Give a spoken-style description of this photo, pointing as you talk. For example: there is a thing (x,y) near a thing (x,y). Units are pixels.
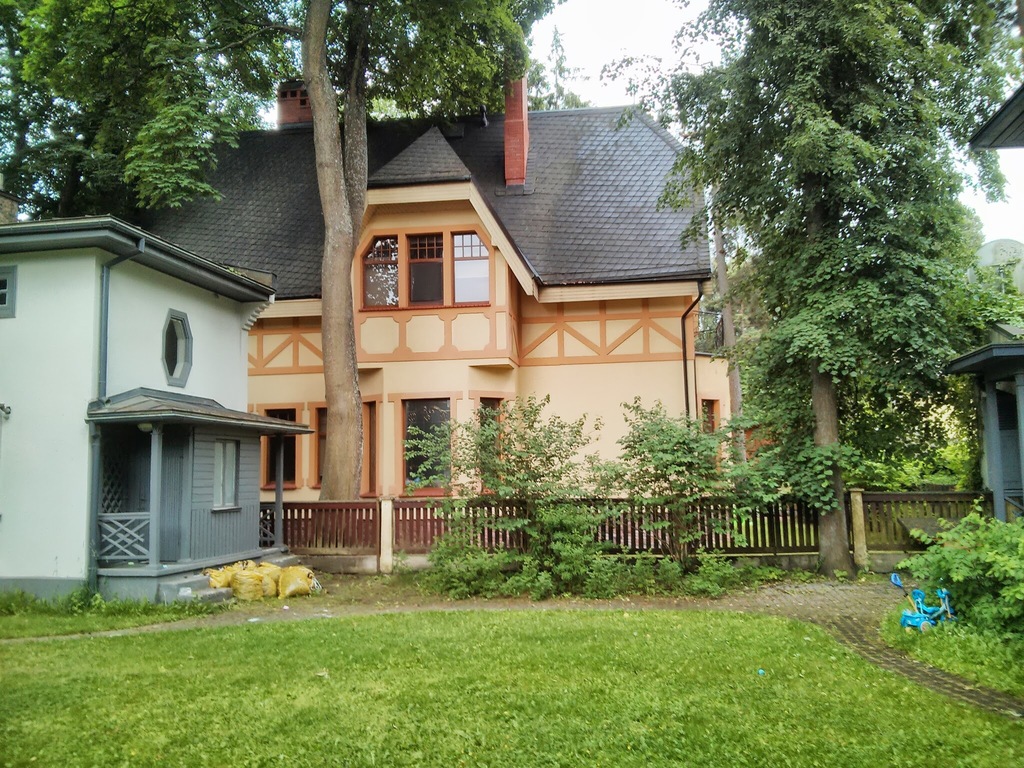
This image is taken outdoors. At the bottom of the image (124,666) there is a ground (446,669) with grass (743,651) on it. In the middle of the image (422,328) there are a few houses (309,315) with walls (545,362), windows (164,346), roofs (280,156) and doors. There is a railing (142,526) and a fencing (334,544). In the background (110,135) there are a few trees (150,99) and plants (950,414).
